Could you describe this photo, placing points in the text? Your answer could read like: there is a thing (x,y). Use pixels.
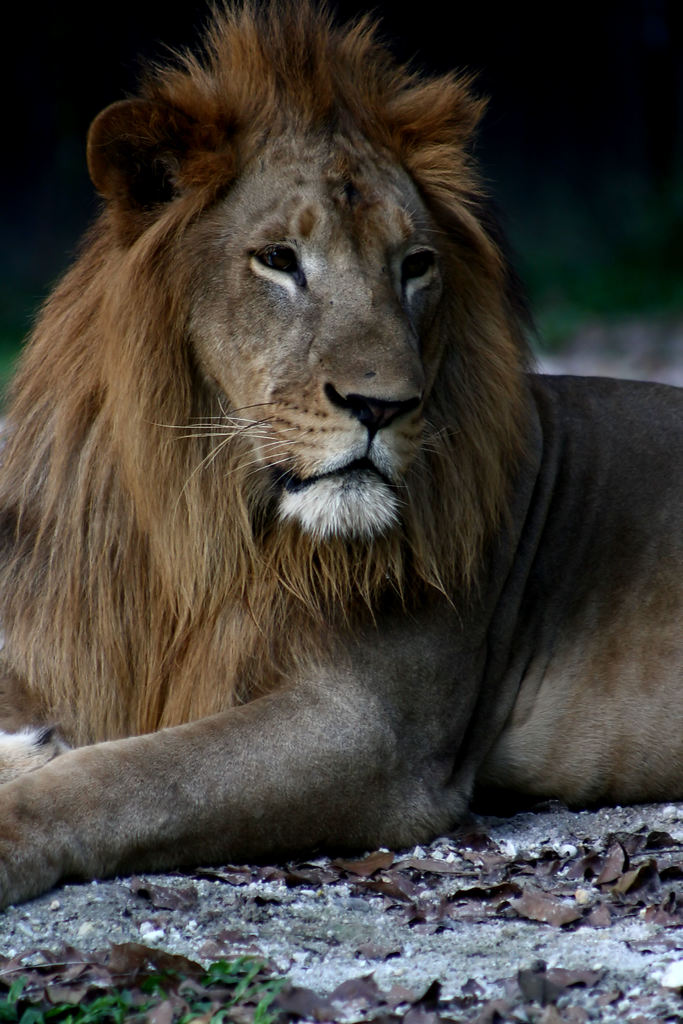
In the picture I can see a lion (496,591) on the ground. The background of the image (57,35) is blurred.
